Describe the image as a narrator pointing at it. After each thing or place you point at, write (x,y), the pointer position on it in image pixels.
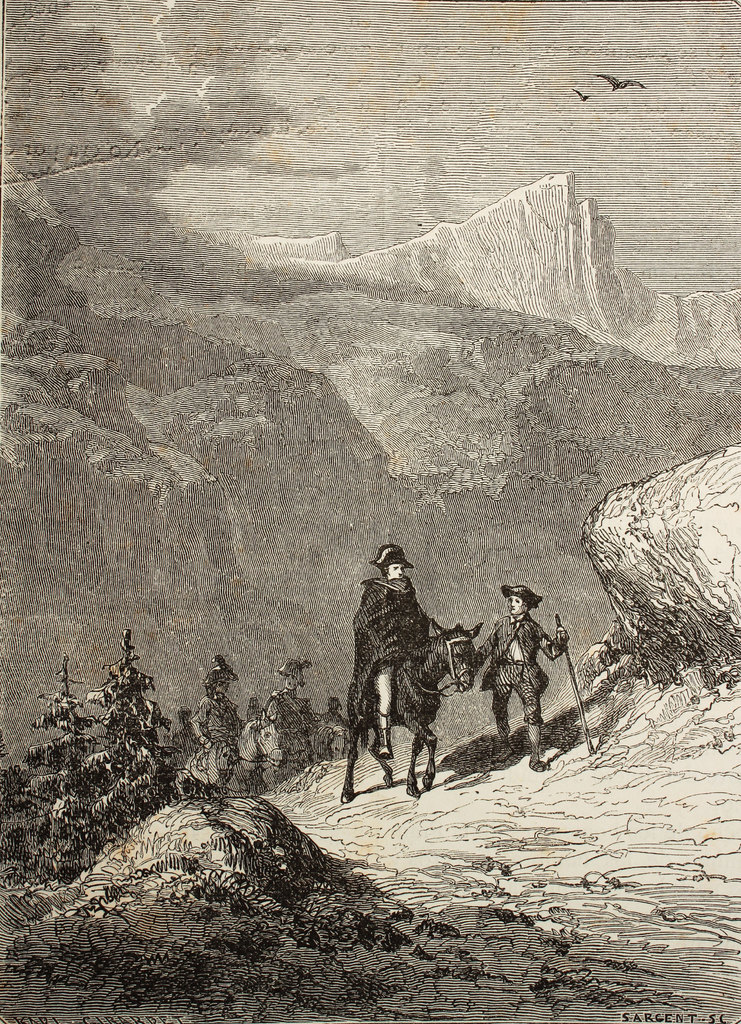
This is a painting where we can see people (386,663), horses (299,744) and, mountains (289,461), birds (636,85) and the sky (505,95).
